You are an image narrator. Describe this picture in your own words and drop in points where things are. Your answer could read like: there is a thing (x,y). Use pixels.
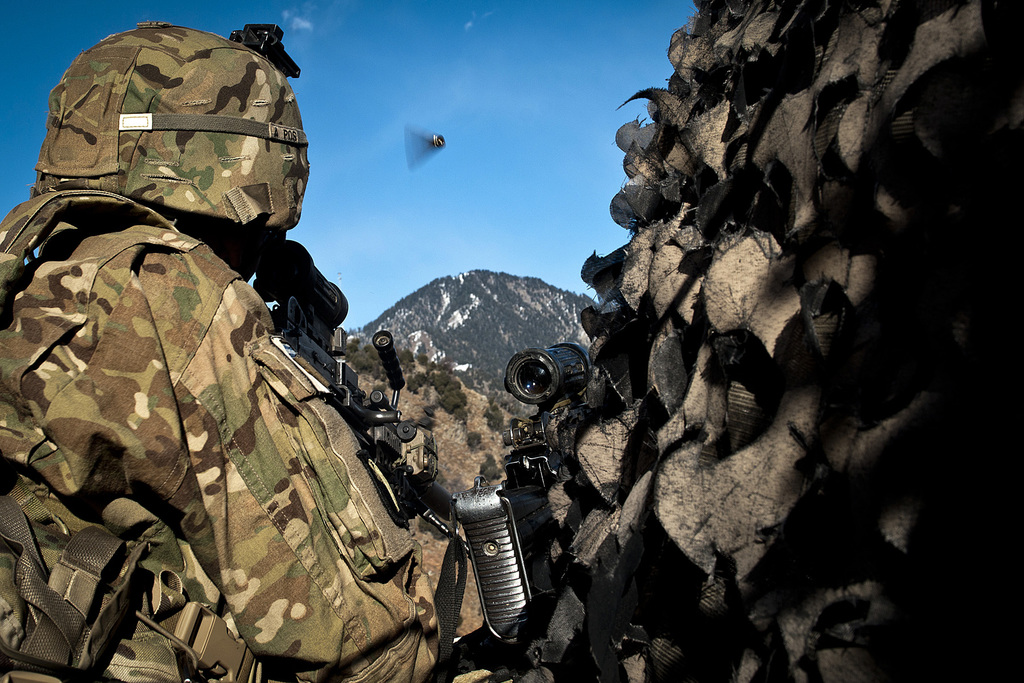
In this image I can see the military dress (165,680), I can also see few guns (519,544). Background (431,373) I can see few plants (455,373), mountains (563,291) and the sky (516,128) is in blue color.
